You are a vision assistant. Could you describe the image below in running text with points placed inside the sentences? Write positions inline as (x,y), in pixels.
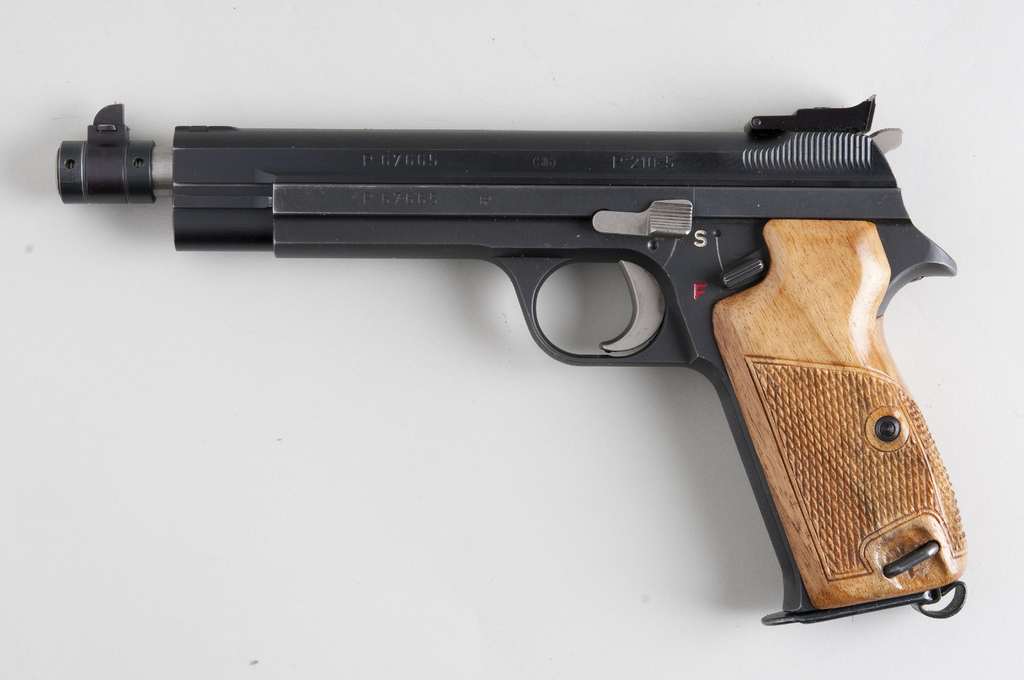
The picture consists of a gun (846,321) on a white surface (317,405).
